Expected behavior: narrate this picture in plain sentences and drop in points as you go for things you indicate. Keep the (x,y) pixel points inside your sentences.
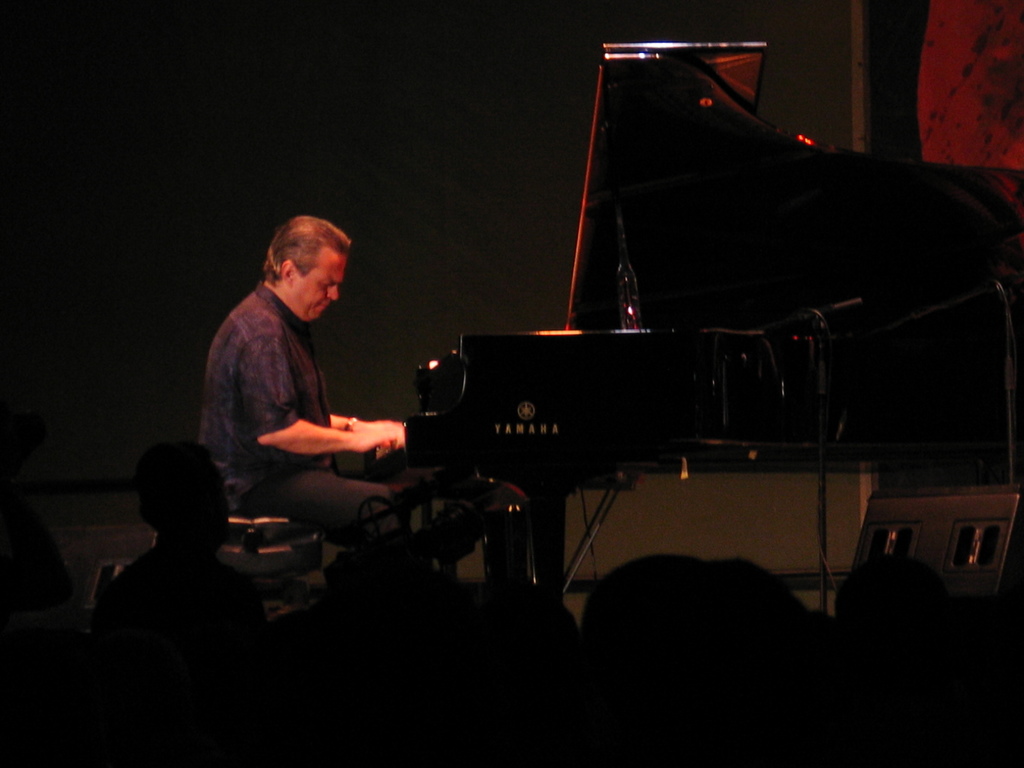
in this picture a person (306,376) sitting on the stool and playing piano (517,393) which is in front of him, we can also see some people (372,746) watching him.
